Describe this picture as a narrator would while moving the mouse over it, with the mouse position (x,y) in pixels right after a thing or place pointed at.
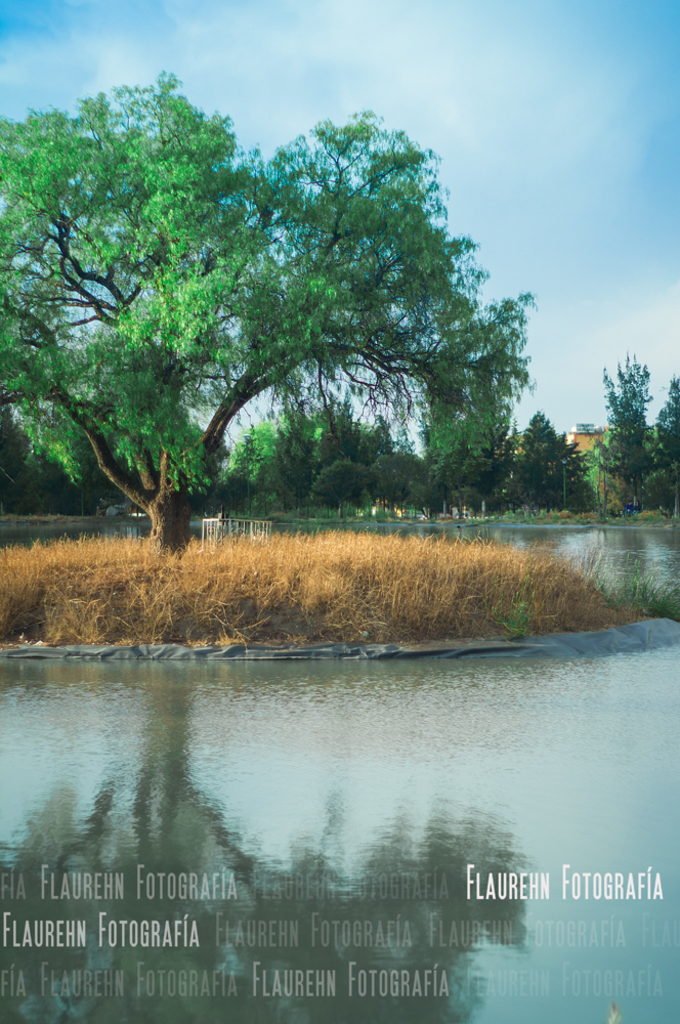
In this picture we can see water (275,723), grass (159,562) and trees (332,396). In the background of the image (586,400) we can see wall (581,438) and sky (431,73). At the bottom of the image (192,933) we can see text (53,988).
